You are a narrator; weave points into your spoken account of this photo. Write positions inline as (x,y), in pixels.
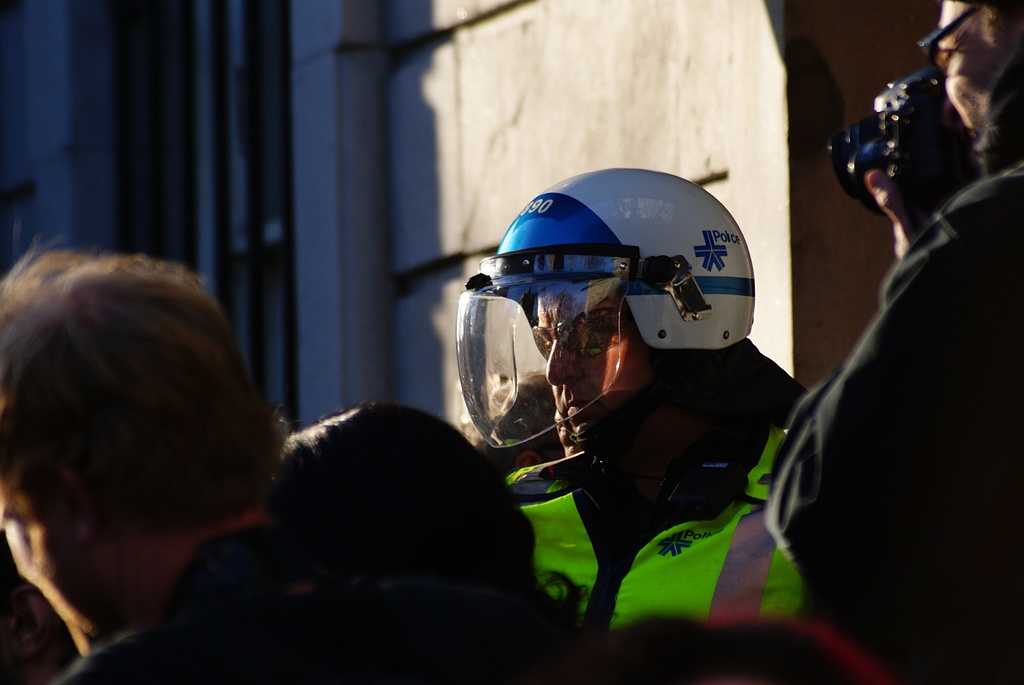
In this picture few people (615,449) are standing and I can see a man (663,308) wore helmet (475,280) on his head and I can see a human (896,269) holding camera (941,161) and taking picture and I can see a building (340,146) on the back (368,78).
